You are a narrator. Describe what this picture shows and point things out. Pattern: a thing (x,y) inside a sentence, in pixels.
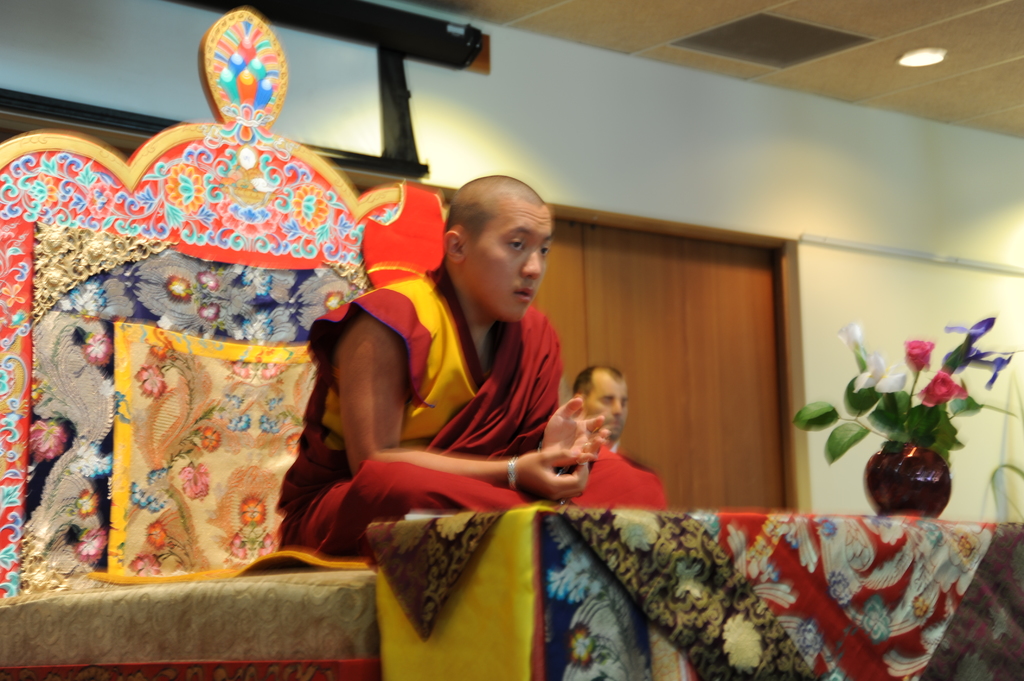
This image consists of a man (512,371) wearing red dress (426,328) is sitting on a sofa (238,579). In front of him, there is a table (688,569) along with a plant (889,437). In the background (707,357), there is a door (771,286) along with a wall (653,199).
